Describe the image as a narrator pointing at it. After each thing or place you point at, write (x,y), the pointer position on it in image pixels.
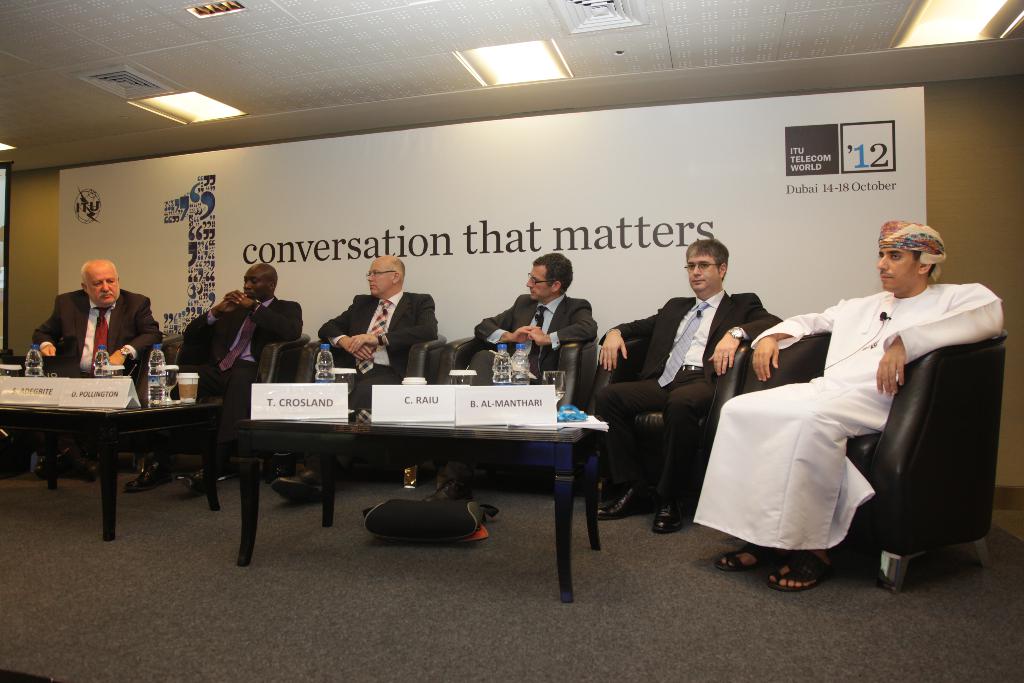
In this image in the center (490,365) there are some people (186,354) who are sitting on chairs (722,406), and there are two tables (358,432). On the tables (110,441) there are some name plates (112,399), bottles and glasses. In the background (362,216) there is a wall (22,212) and boards (528,214), on the top (392,124) there is ceiling (395,85) and some lights (213,113). At the bottom (247,575) there is a floor (712,561).
